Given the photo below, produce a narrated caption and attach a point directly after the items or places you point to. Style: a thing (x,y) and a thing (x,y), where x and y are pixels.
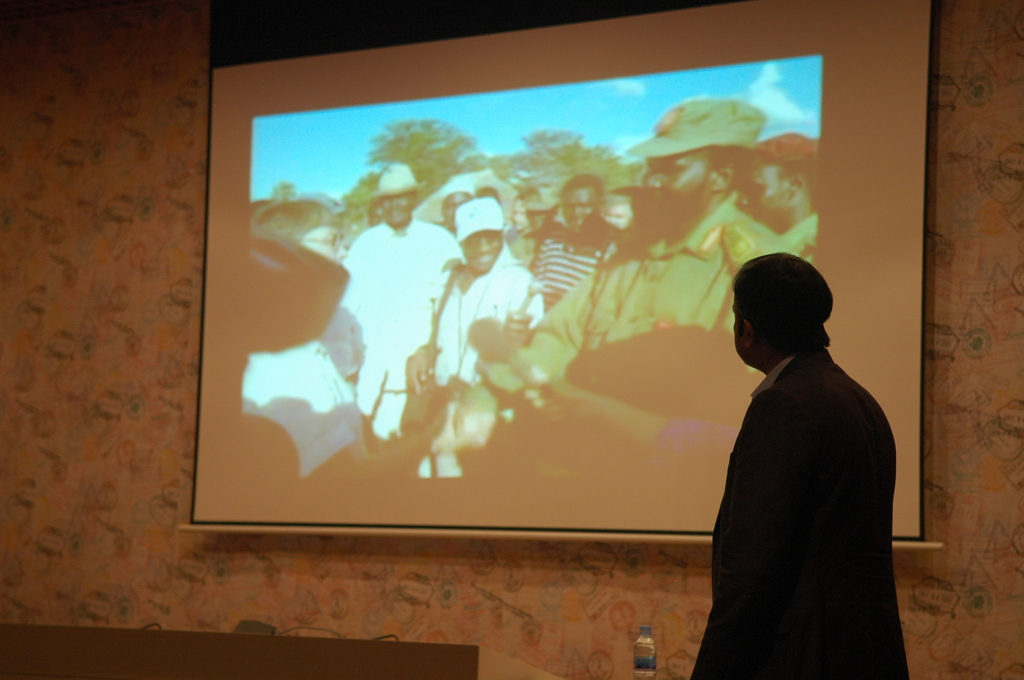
In this picture we can see a man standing in-front of the screen (529,381). This man (718,547) watching the screen (616,387). This wall (128,329) with design (161,337). In this screen (580,368) there are so many persons (592,351) standing and wore cap (675,133). We can able see trees (424,150) on the screen (494,140) with blue sky (605,112). This is a table (344,645). There is a bottle (645,651) over here.
